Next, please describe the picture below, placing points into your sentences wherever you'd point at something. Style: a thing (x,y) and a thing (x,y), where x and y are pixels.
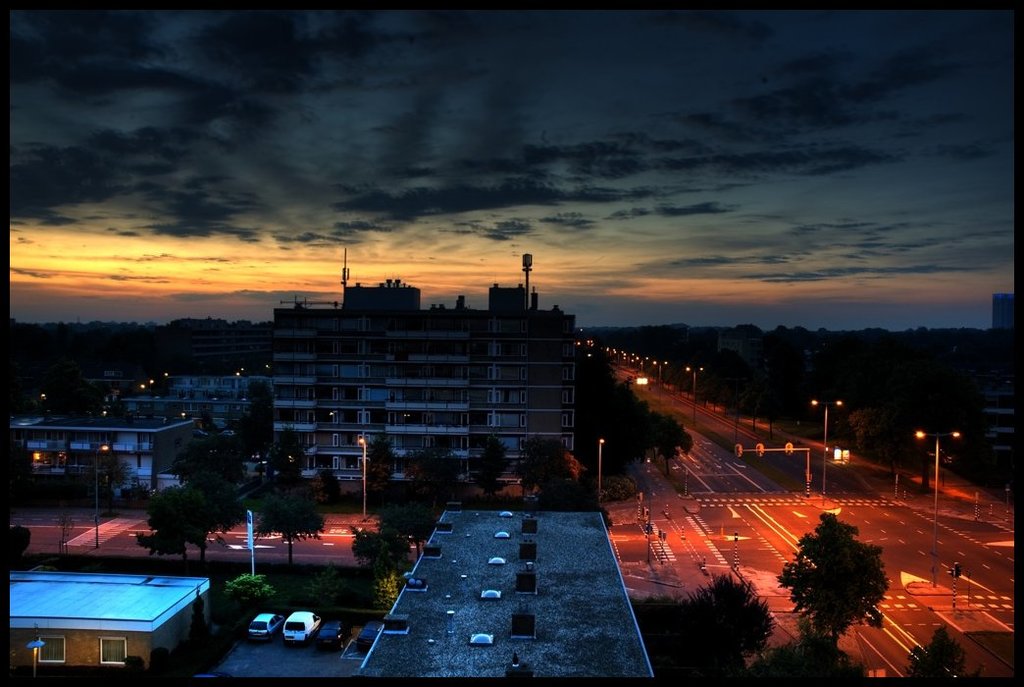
It is image of city (227,383), there are plenty of buildings (93,629), cars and plain roads (750,581) and some trees (722,610) and the view is very pleasant.
